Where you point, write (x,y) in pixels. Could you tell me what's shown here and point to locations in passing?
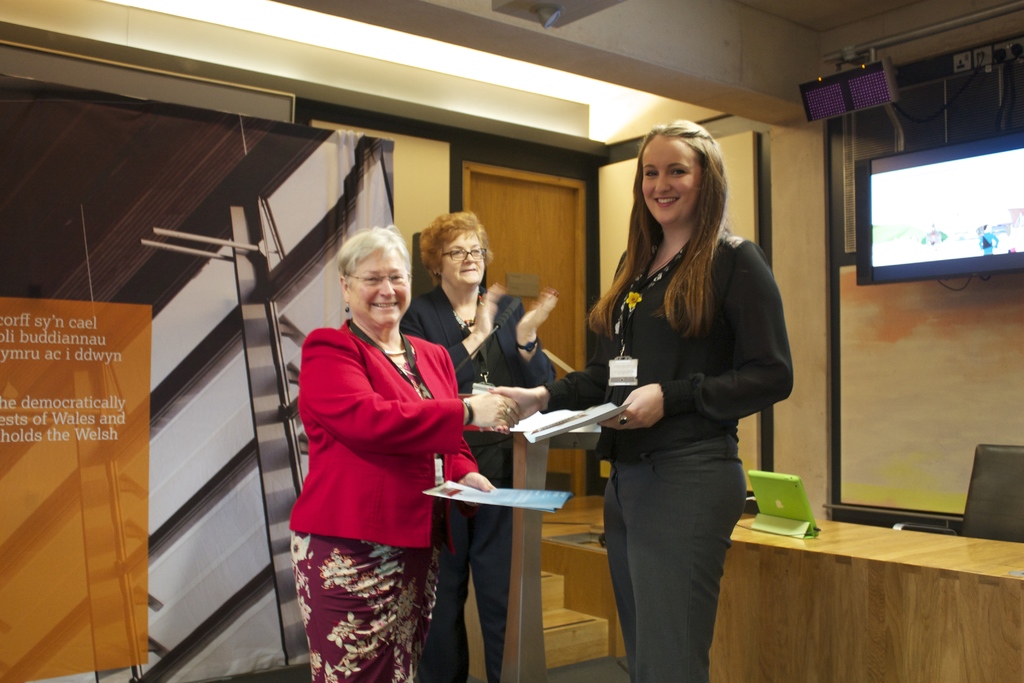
In this image we can see three women (492,417) standing on the floor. The woman (424,519) wearing red blazer (313,438) is hand shaking with the woman (630,356) opposite to her. In the background of the image (49,248) we can see a tablet (771,496) placed on the top of the table (784,550), television (921,220), podium (535,454) and a banner (134,415).
